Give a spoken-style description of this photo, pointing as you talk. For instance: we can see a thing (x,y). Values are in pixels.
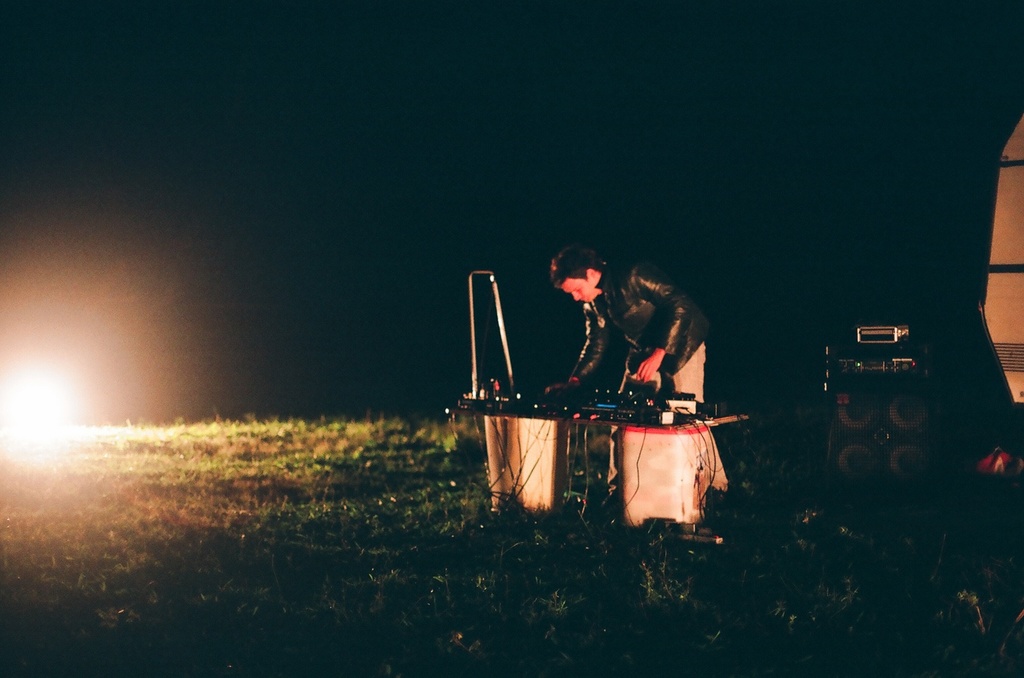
In the picture I can see a man (699,330) is standing on the ground (732,580). In the background (352,461) I can see a vehicle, lights (51,434), the grass (350,498) and some other objects (565,464) on the ground (400,430). The background of the image (706,160) is dark.
